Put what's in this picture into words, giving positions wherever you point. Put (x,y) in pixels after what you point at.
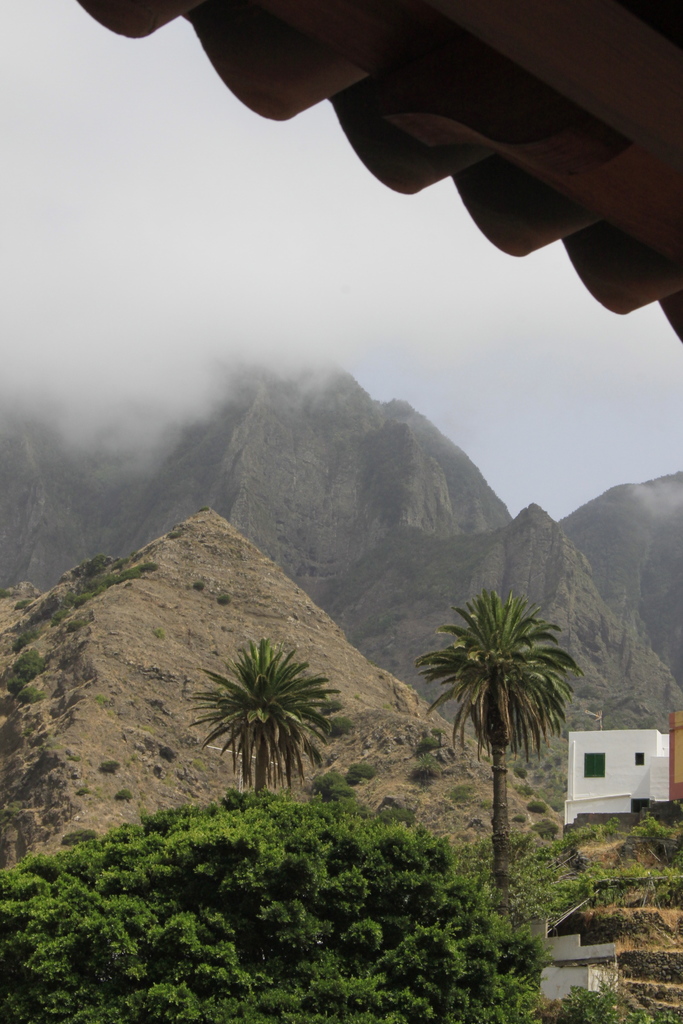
This picture shows few houses (646,796) and we see trees (346,814) and hills (322,602) and we see fog (184,369).
